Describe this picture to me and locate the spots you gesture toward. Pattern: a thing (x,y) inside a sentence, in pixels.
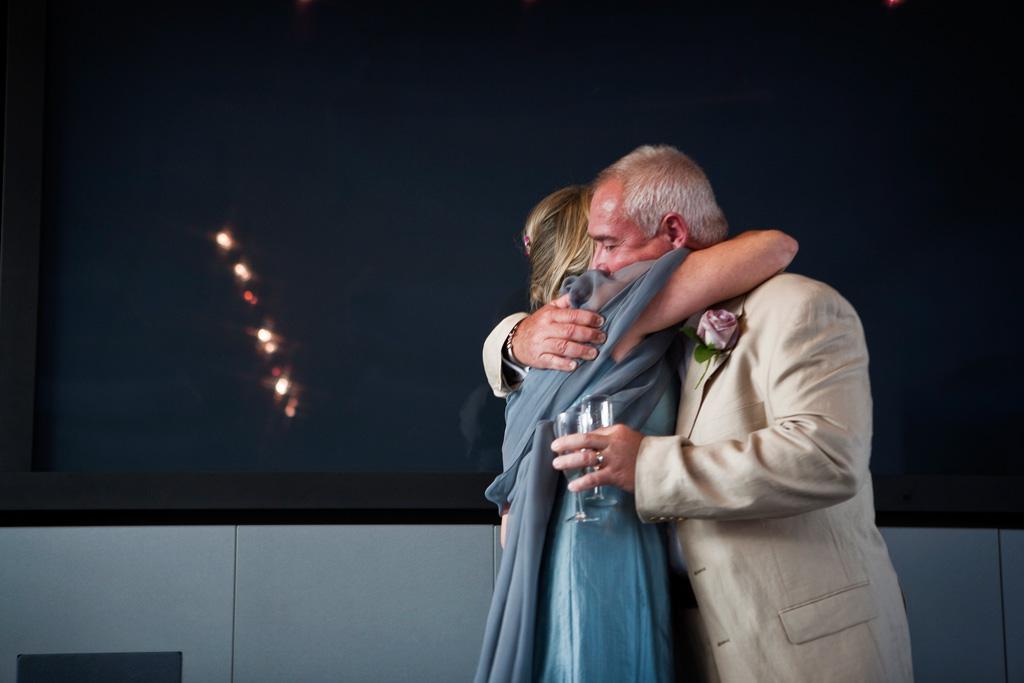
In this picture we can see a flower (732,316), two people (553,581) and a man (627,259) holding glasses (587,406) with his hands (592,461) and in the background (164,514) we can see the lights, wall (22,637) and some objects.
